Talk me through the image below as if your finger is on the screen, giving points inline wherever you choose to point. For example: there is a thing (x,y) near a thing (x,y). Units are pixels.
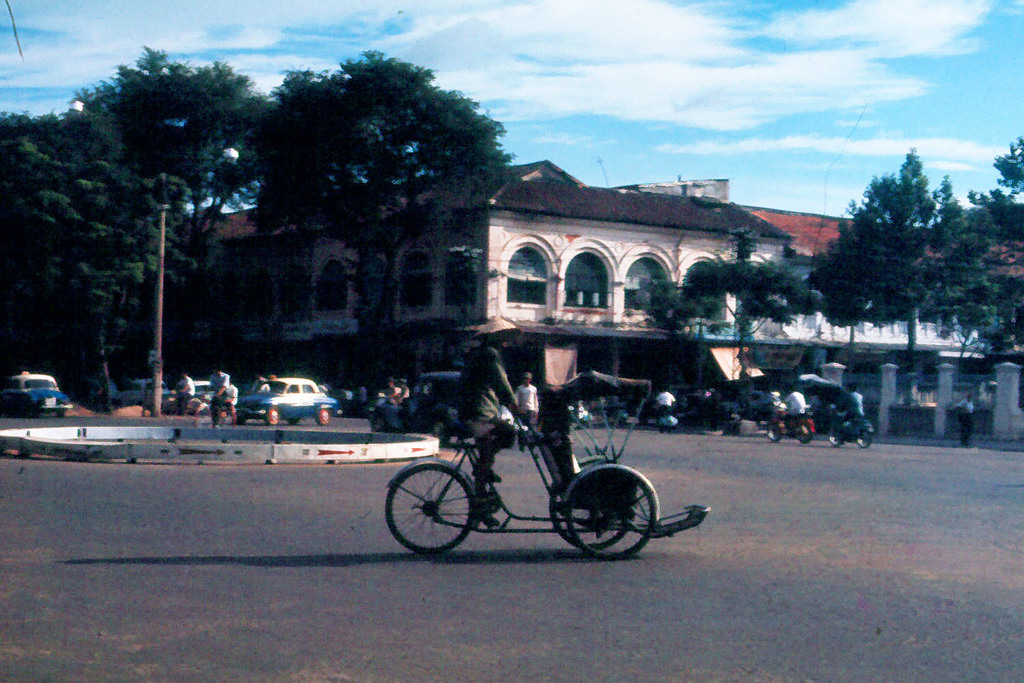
In the center of the image (480,435) we can see one person (468,389) is riding a rickshaw (547,409) and he is wearing a hat type object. In the background (524,284), we can see the sky (984,33), clouds (695,5), buildings (1006,273), pillars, fences (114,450), vehicles (418,421), trees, poles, few people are riding bikes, few people (228,400) are standing, few people (527,404) are holding some objects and a few other objects (212,462).
